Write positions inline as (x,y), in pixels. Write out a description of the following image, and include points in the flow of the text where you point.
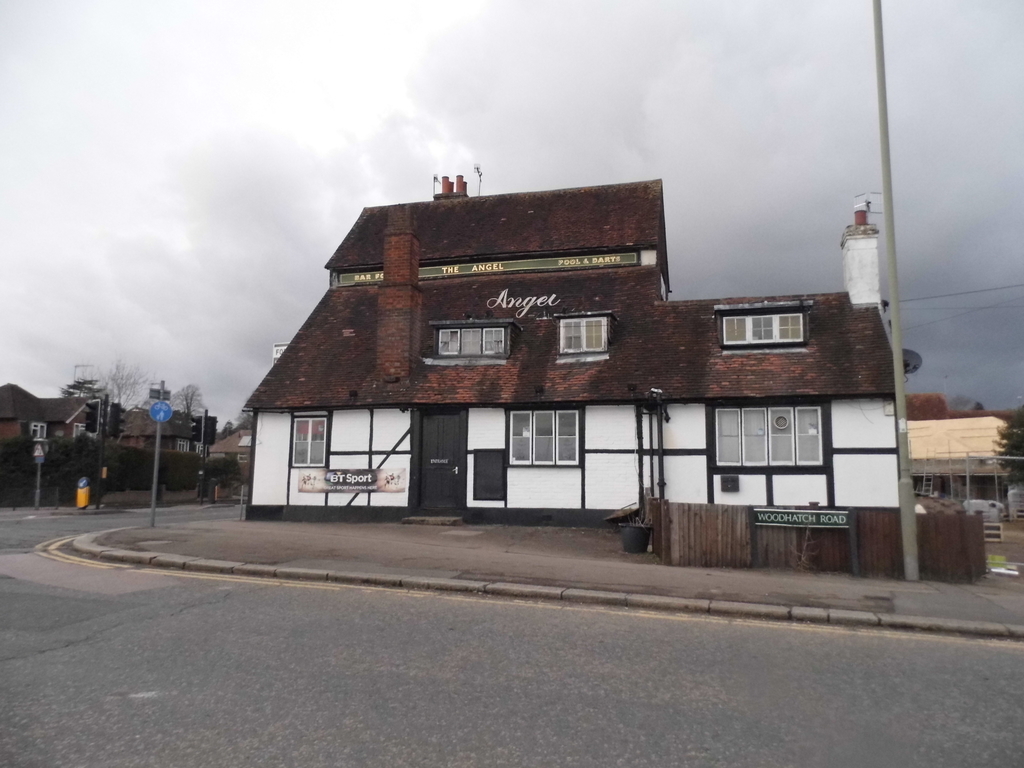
This is the picture of a city (495,548). In this picture there are buildings (719,349) and trees (182,483) and there are poles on the footpath (243,537) and there are boards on the pole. At the top (265,75) there are clouds (350,108). At the bottom (325,695) there is a road (608,686).
